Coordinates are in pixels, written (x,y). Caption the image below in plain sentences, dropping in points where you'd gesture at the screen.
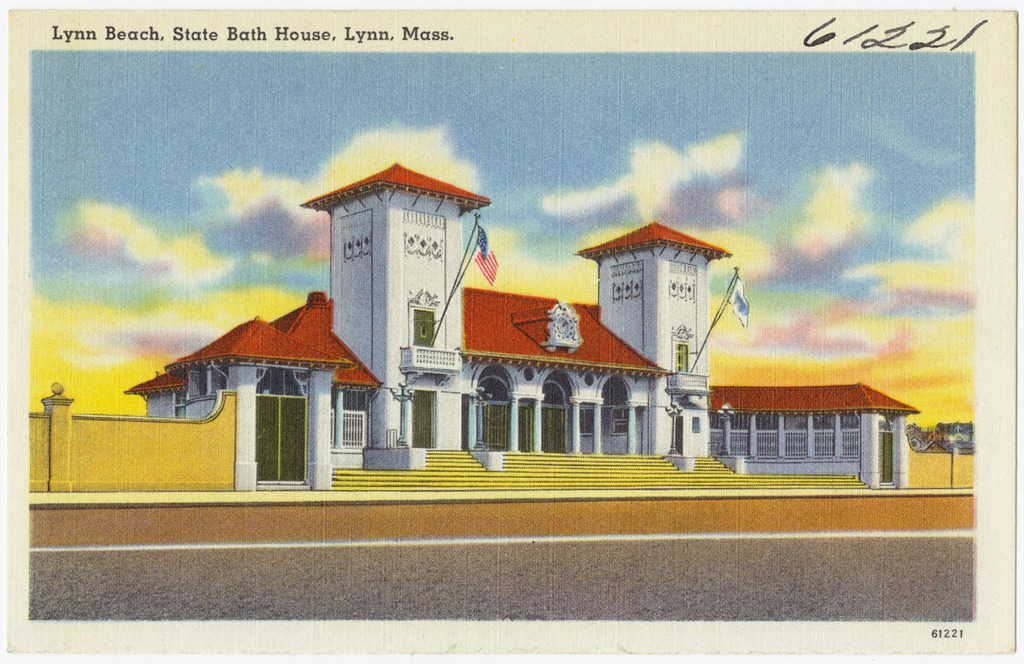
It is a poster. In this image in front (636,553) there is a road (650,533). In the center of the image (501,339) there is a building (355,412). There is a wall (212,457). There are flags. In the background of the image (552,142) there is sky (271,137). There is some text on top and bottom of the image (960,628).
